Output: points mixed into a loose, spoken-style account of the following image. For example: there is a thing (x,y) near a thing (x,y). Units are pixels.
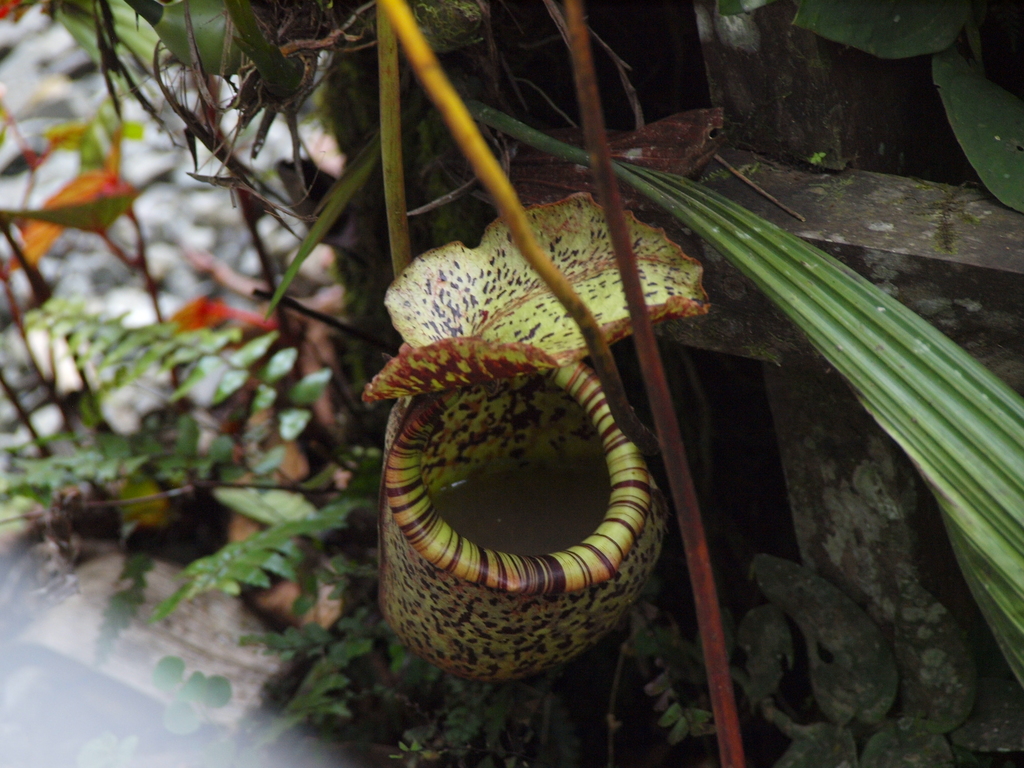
In this image, we can see plants (243,372), leaves (760,225) and there is wood (788,102). At the bottom (173,695), there is a floor (139,654).
